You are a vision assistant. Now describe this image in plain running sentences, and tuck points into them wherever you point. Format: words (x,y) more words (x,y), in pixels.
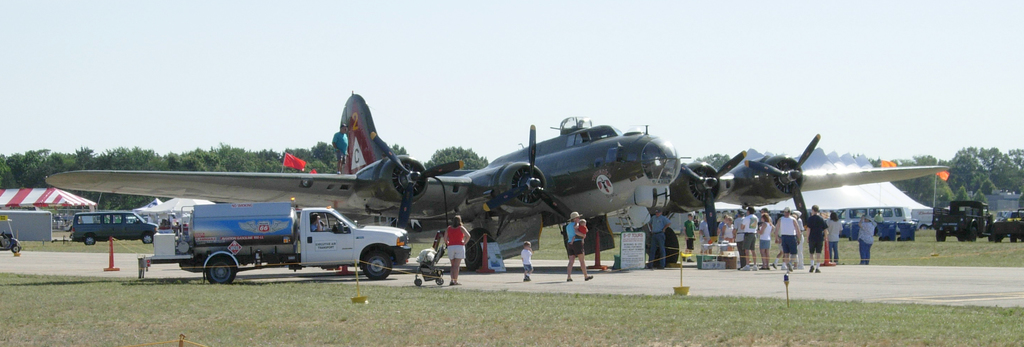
Here in this picture we can see an aircraft (456,169) present on the ground (406,264) and in front of that we can see number of people (577,232) standing and walking and we can see vehicles (282,236) also present on the ground (928,252) and we can see some part of ground (874,263) is covered with grass (874,263) and we can also see tents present behind that and in the far we can see plants (927,203) and trees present and we can see the sky (188,141) is clear.
